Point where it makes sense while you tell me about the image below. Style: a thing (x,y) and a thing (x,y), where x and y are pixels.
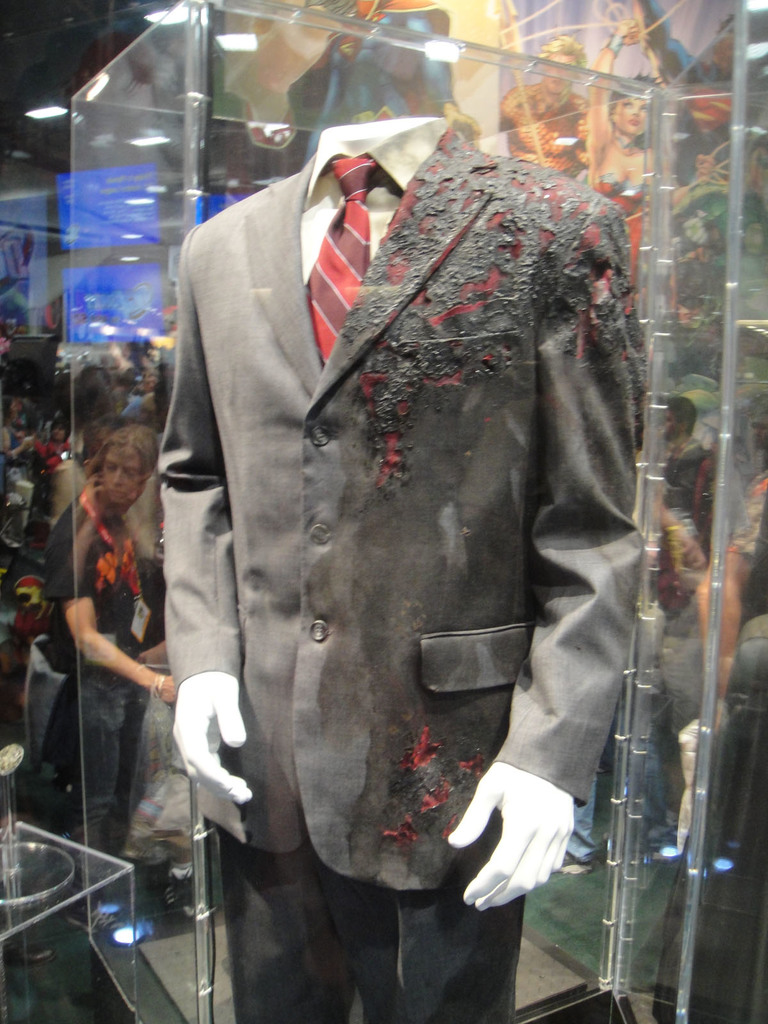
This image consists of a mannequin (480,610) on which there is a suit (311,705). It is partially burnt. In the background (671,421), there are many people (17,405). And we can see a red tie (340,183).
